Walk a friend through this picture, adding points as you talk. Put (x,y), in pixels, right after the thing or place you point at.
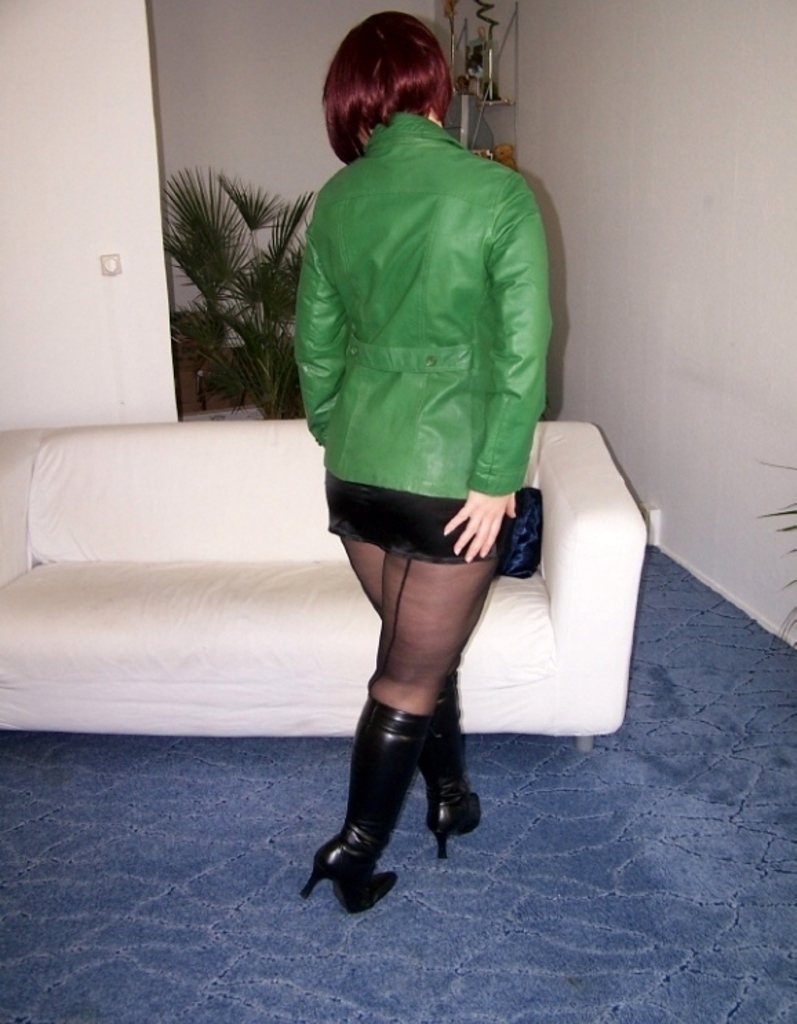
In this image I see a woman (527,454) who is wearing green jacket (450,258) and I see that she is also wearing black color heels (398,810) and I see the floor (665,792) which is of blue in color and I see a white color couch (85,484) over here. In the background (700,103) I see the white wall (617,376) and I see the plants (264,316).
